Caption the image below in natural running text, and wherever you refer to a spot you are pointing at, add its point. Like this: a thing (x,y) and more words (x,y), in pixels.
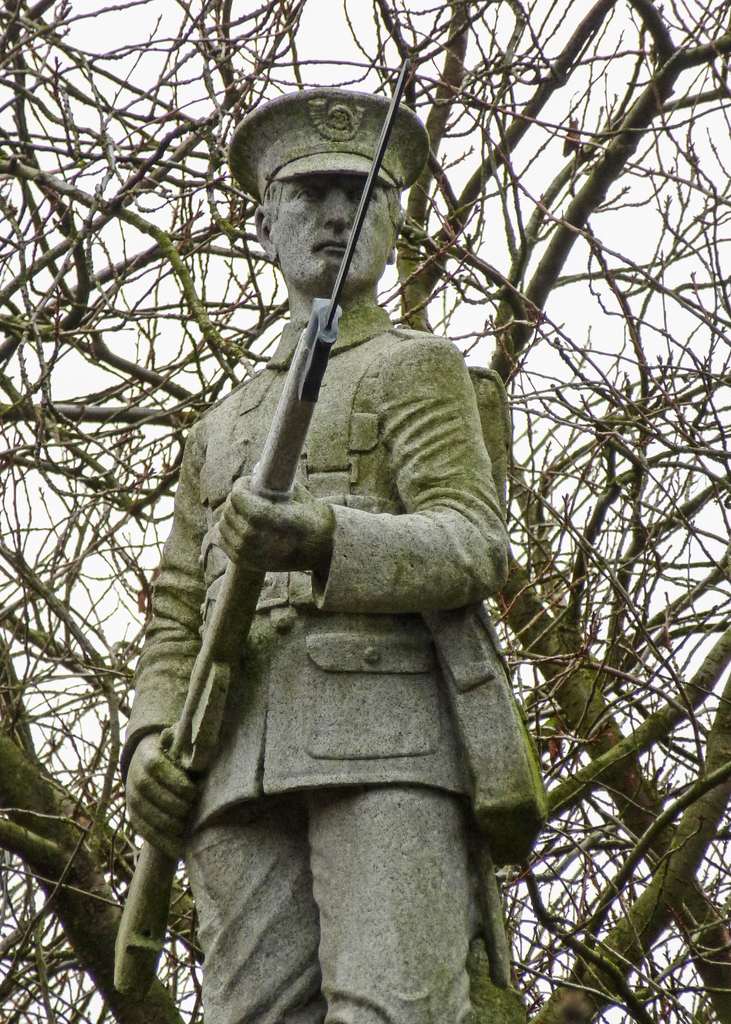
In this picture there is a statue (409,956) of a person (412,943) standing and holding the gun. At the back (16,639) there are trees (516,568). At the top (595,108) there is sky (611,84).
